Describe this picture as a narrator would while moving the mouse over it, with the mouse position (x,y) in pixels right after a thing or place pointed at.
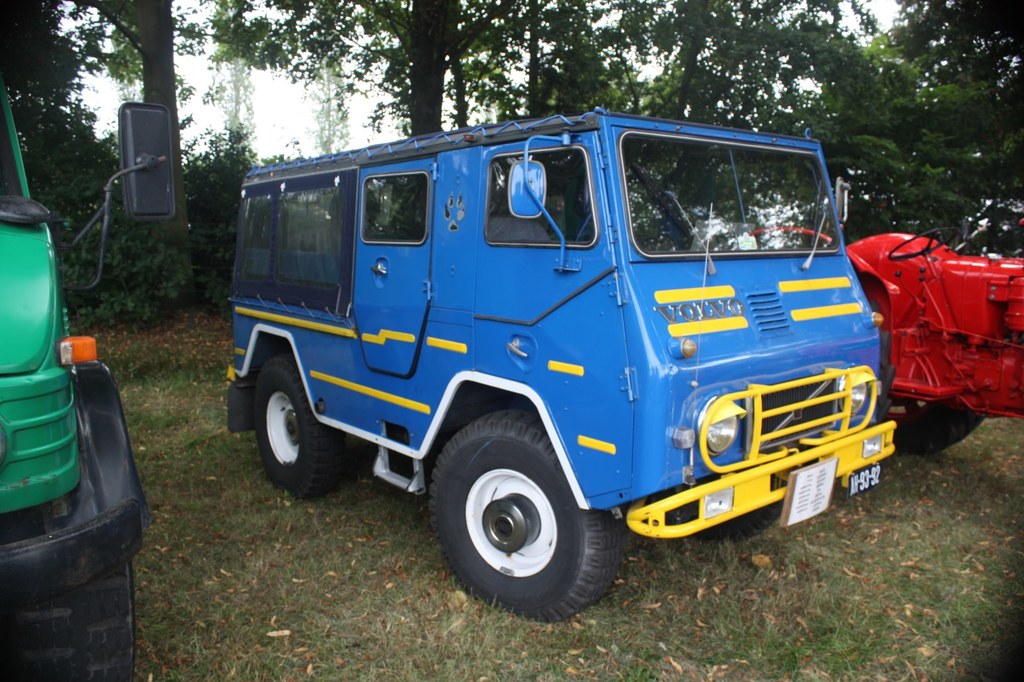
This image is taken outdoors. At the bottom of the image (261,603) there is a ground (289,606) with grass (635,623) on it. In the background (168,48) there are many trees (899,106) and plants (907,190) with green leaves (872,105), stems (447,65) and branches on the ground (193,321). At the top of the image (880,10) there is the sky (858,20). On the left side of the image (68,423) a vehicle (53,362) is parked on the ground (248,602). The vehicle (57,301) is green in color. In the middle of the image (429,313) a van (423,349) is parked on the ground (689,598), it is blue in color. On the right side of the image (921,297) a vehicle (913,313) is parked on the ground (934,462) and it is red in color.
